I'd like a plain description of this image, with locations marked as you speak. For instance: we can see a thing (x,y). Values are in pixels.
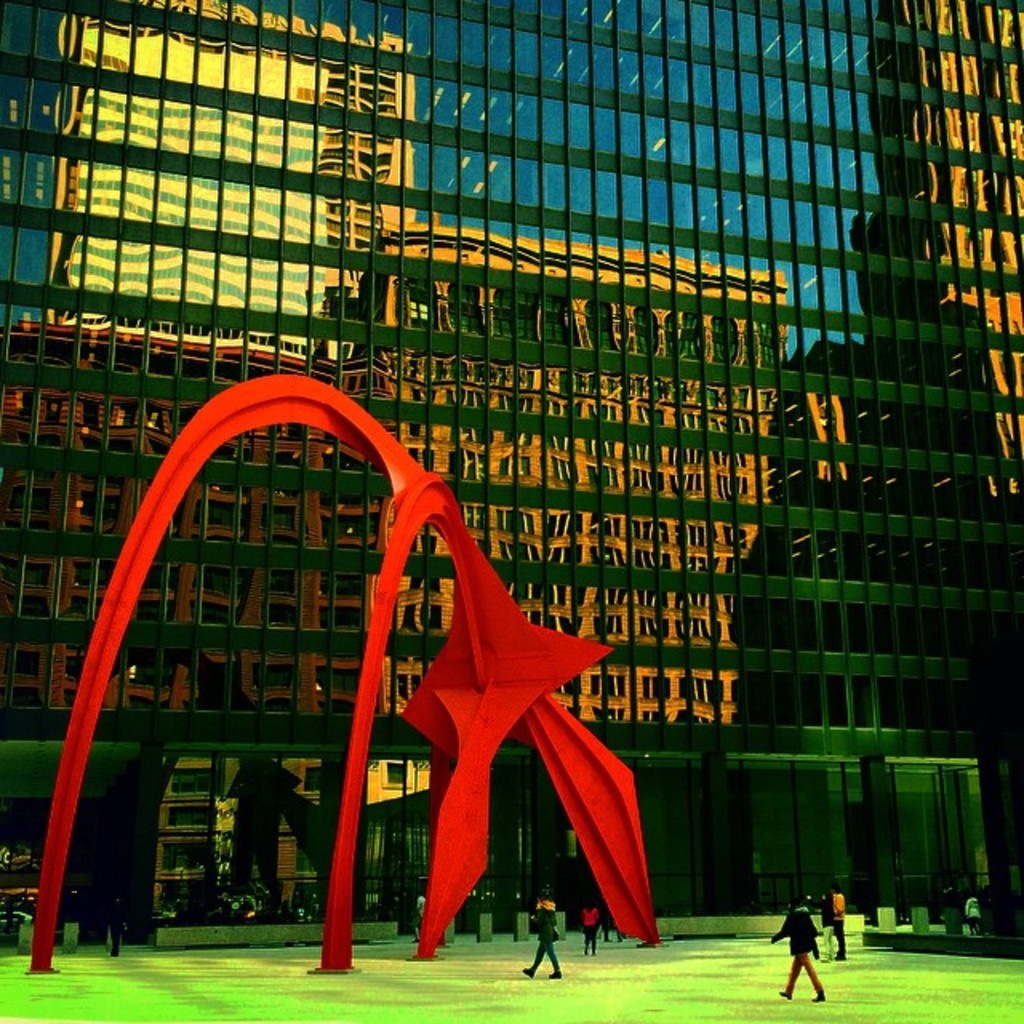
In this image I can see group of people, some are standing and some are walking. In front (467,753) I can see the object (362,767) in red color. In the background (499,376) I can see the glass building (556,381).
